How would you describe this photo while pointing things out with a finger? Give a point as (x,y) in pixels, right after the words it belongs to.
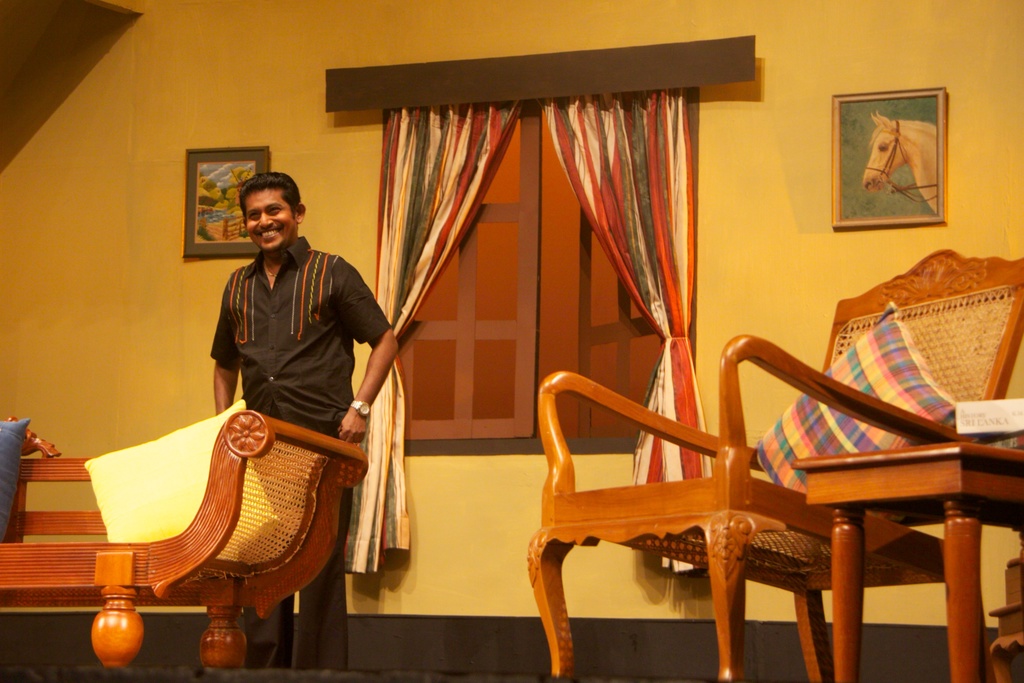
The person (311,302) wearing black shirt (305,340) is standing behind a wooden sofa (231,468) and there is another chair (797,503) beside him and there is a window (546,221) behind him.
